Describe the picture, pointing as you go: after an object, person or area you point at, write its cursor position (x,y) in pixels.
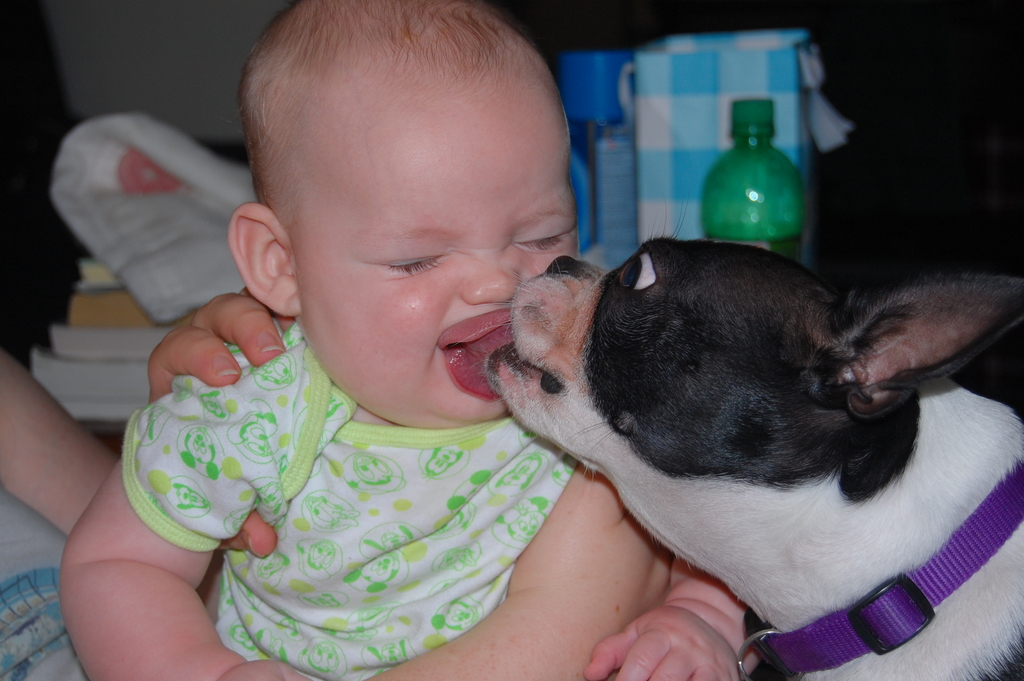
In this image, In the middle (363,365) there is a kid (407,388) and in the right side (821,523) there is a dog (897,509) which is in black color, In the background (758,216) there is a bottle (754,202) which is in green color, In the left side (53,479) there is a person (59,414) holding a kid (199,388).
